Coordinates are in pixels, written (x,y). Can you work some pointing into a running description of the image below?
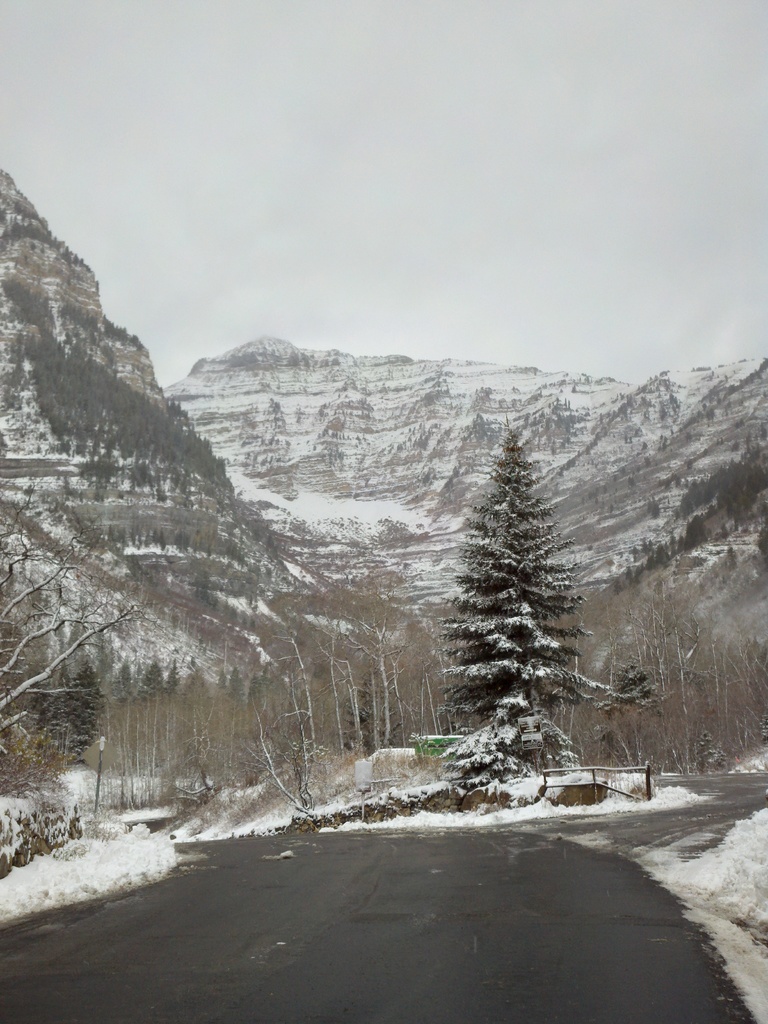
In this picture we can see road (517,871), trees (451,763), poles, board (359,777) and hills (328,435). In the background of the image (292,243) we can see the sky (264,254).
